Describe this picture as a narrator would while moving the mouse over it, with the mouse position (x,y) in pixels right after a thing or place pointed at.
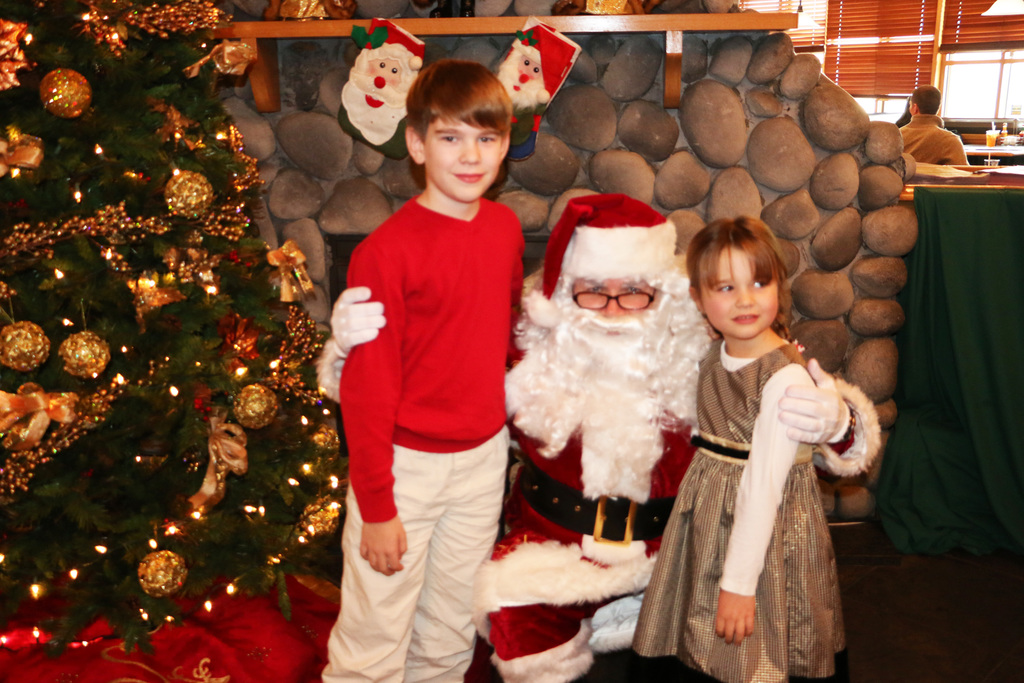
In this picture we can see a Christmas tree (94,165) with decorative items (147,288) on it, cloth (937,310) and a boy (472,134) and a girl (734,329) smiling and some people (542,471) and some objects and in the background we can see windows (851,90) with curtains (962,17).
